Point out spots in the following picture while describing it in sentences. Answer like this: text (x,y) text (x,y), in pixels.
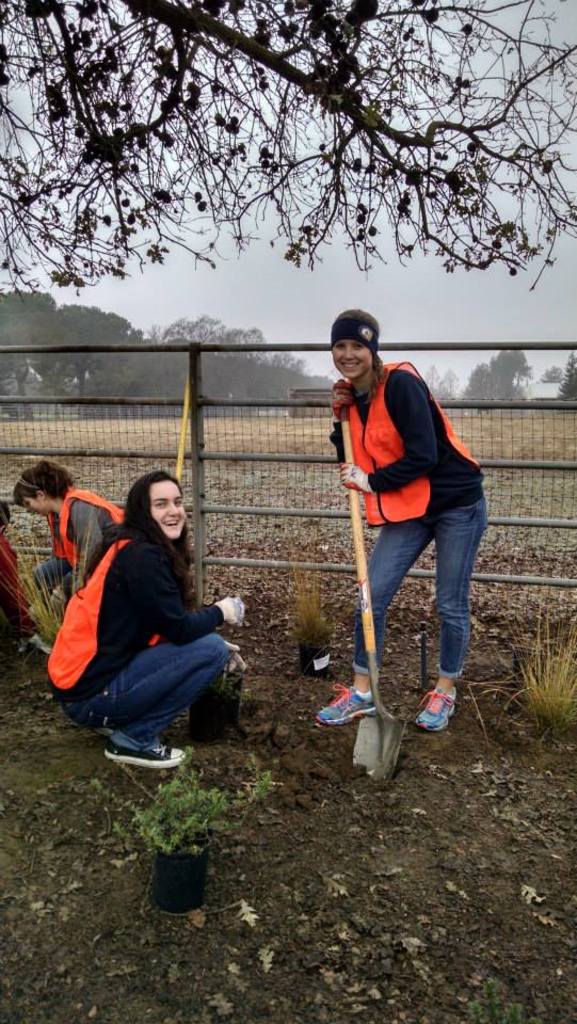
In this image we can see few women (103,569). One lady (364,476) is holding a spade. There are pot (225,704) with plants (227,680). In the back (509,591) there is a fencing (156,347) with poles (180,398) and mesh (180,419). At the top (303,80) there are branches (310,81). In the background (130,334) there are trees (224,340) and sky (180,287).
